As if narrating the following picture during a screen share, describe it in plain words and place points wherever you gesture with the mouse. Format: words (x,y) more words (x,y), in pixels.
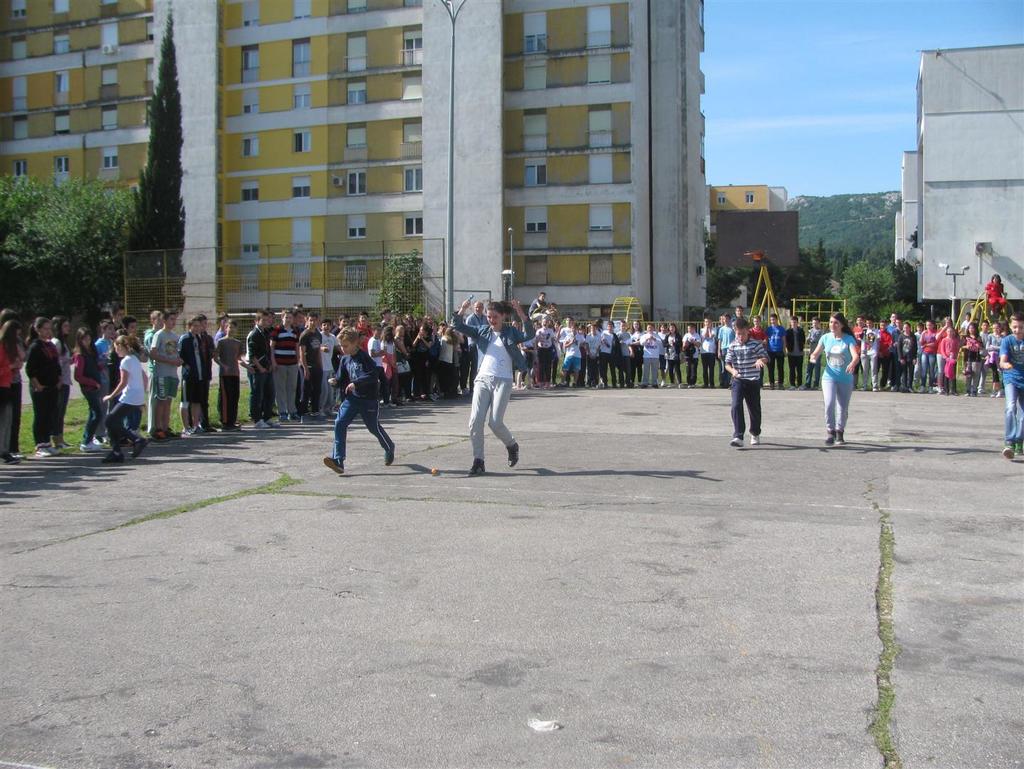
In the background (831,52) we can see a clear blue sky (858,30), trees (853,221), buildings (965,209) and windows (402,145). We can see people (917,340) standing. We can see people (1013,390) running on the road (794,393) and it seems like they are participating in a competition.
